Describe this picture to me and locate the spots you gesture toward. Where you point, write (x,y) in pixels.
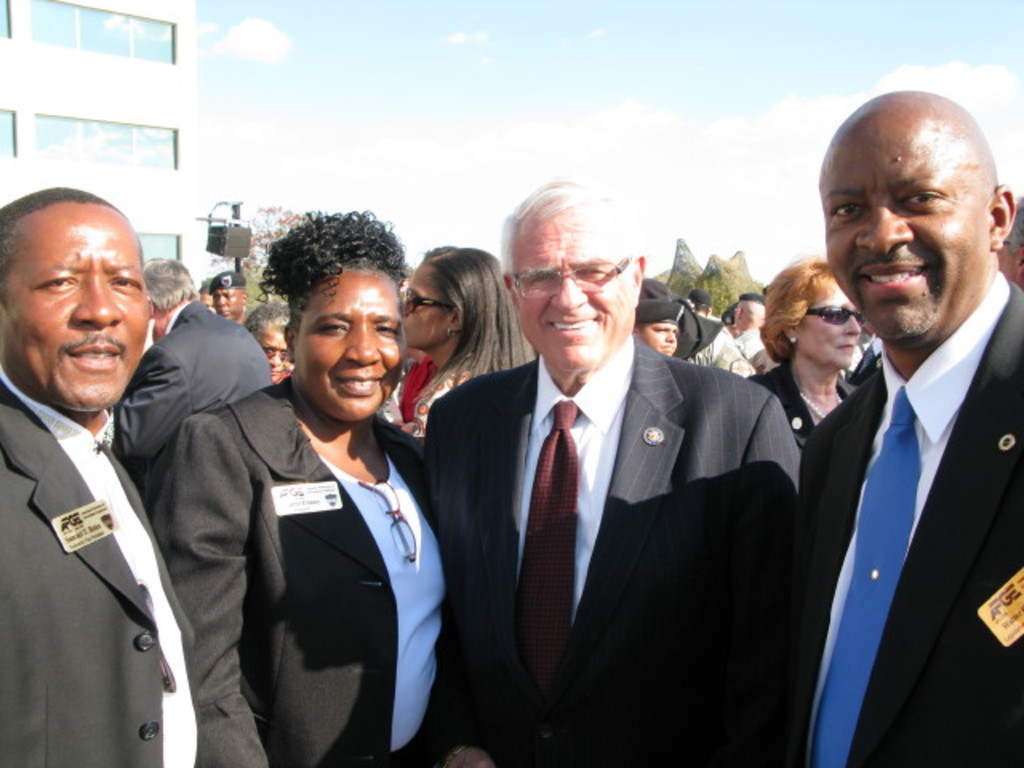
Here we can see a woman (355,623) and three men (498,570) are standing. In the background (179,272) there are few persons (168,387), trees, pole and an object (222,236) and clouds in the sky (225,259). On the left (62,23) there is a building (177,87) and windows (126,39).
